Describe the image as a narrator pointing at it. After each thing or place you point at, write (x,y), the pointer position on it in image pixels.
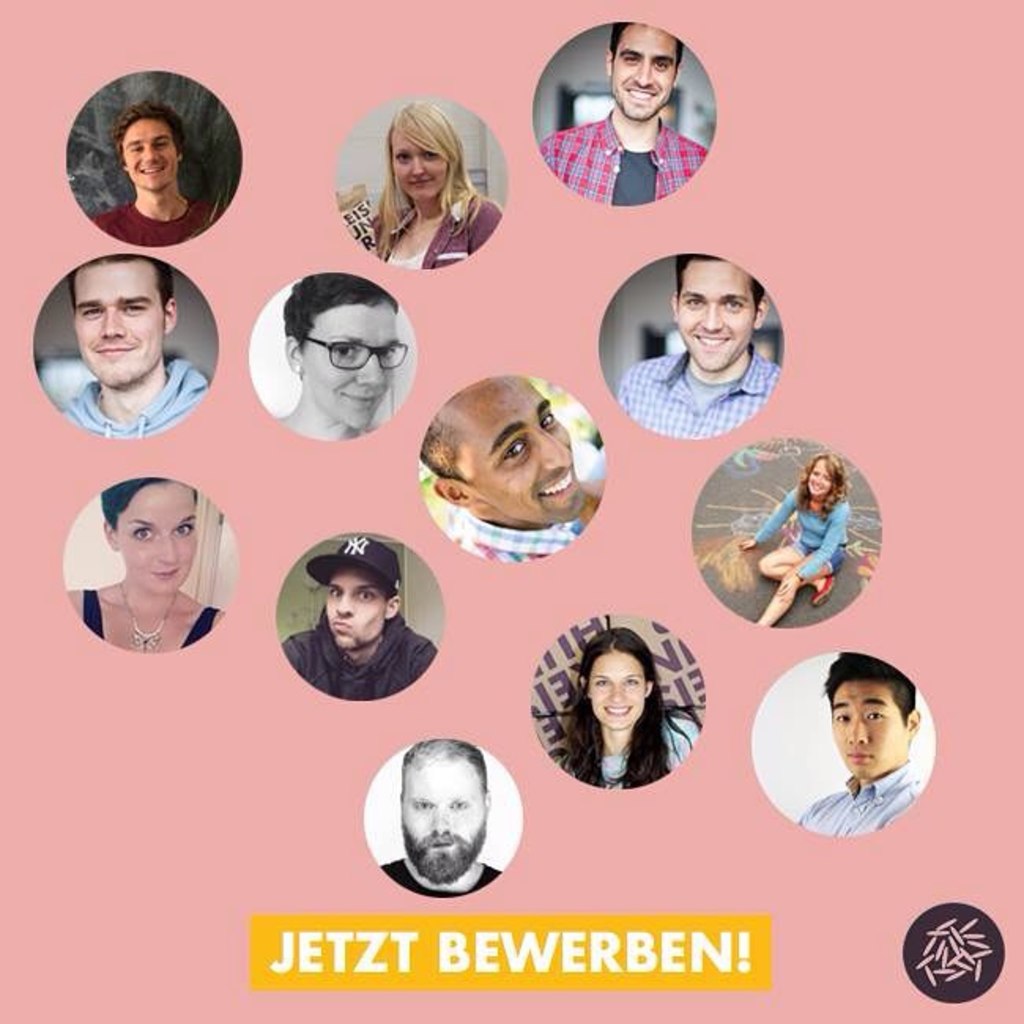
In this image there are pictures (389,670) of some people (663,376) with some text (514,956) written at the bottom of the image (398,920).
